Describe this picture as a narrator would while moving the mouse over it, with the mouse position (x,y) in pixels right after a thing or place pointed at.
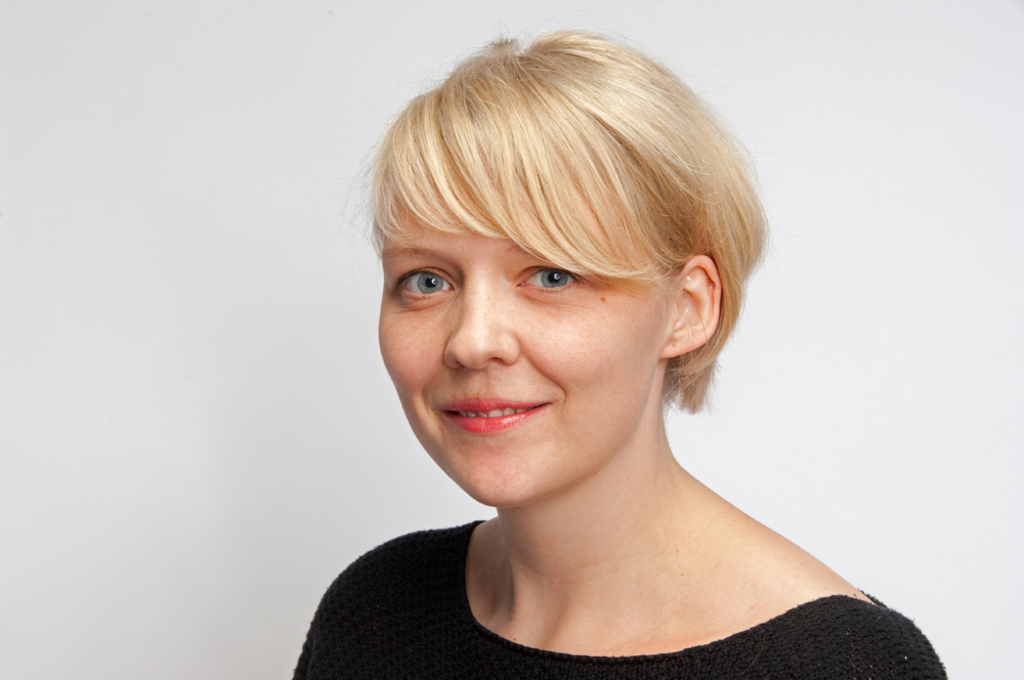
In the picture I can see a woman (551,454) is smiling. The woman (461,595) is wearing black color clothes (351,603). The background of the image (49,596) is white in color.
